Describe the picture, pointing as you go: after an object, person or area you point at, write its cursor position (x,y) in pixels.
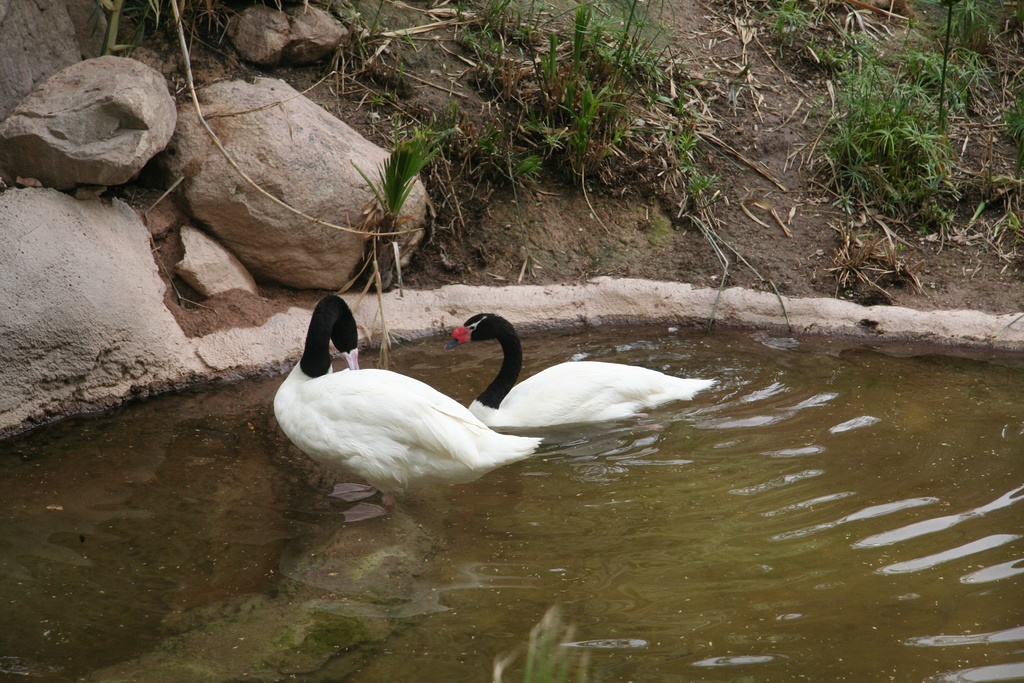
In the image there are two swans (410,422) swimming in the pond (583,471) and behind there are rocks (215,236) and grass (654,137) on the land (721,149).
